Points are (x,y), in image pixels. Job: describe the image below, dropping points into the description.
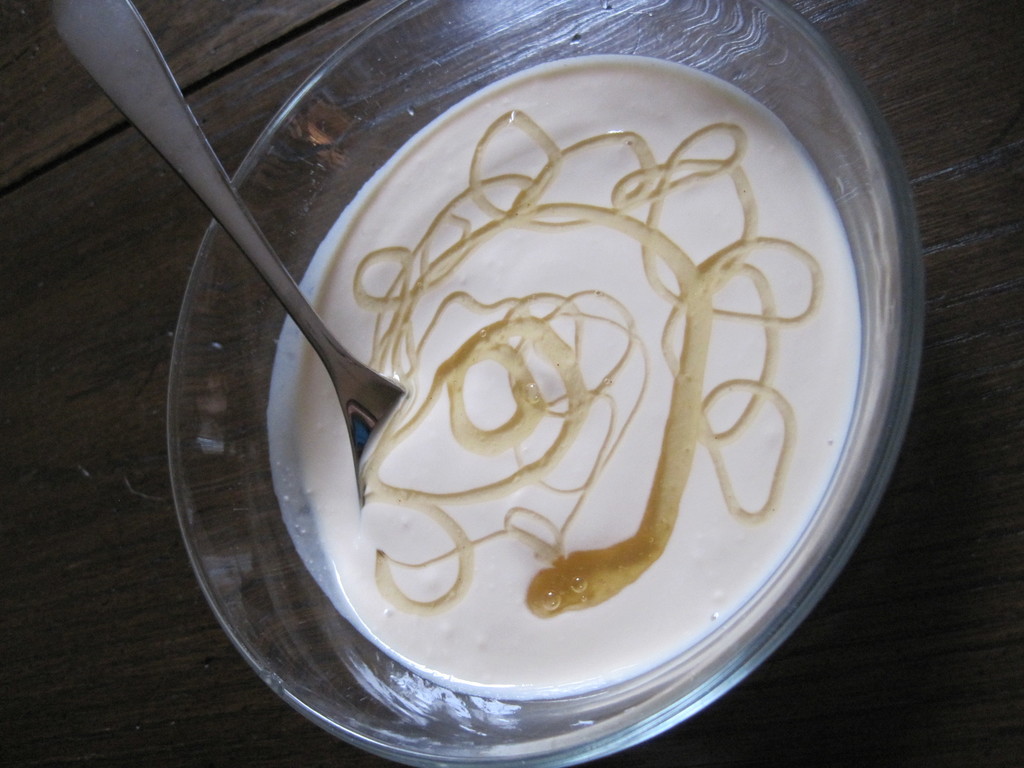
In this image I can see the glass bowl (448,45) with food (503,409) and the spoon (394,409). It is on the brown color surface (145,282).
